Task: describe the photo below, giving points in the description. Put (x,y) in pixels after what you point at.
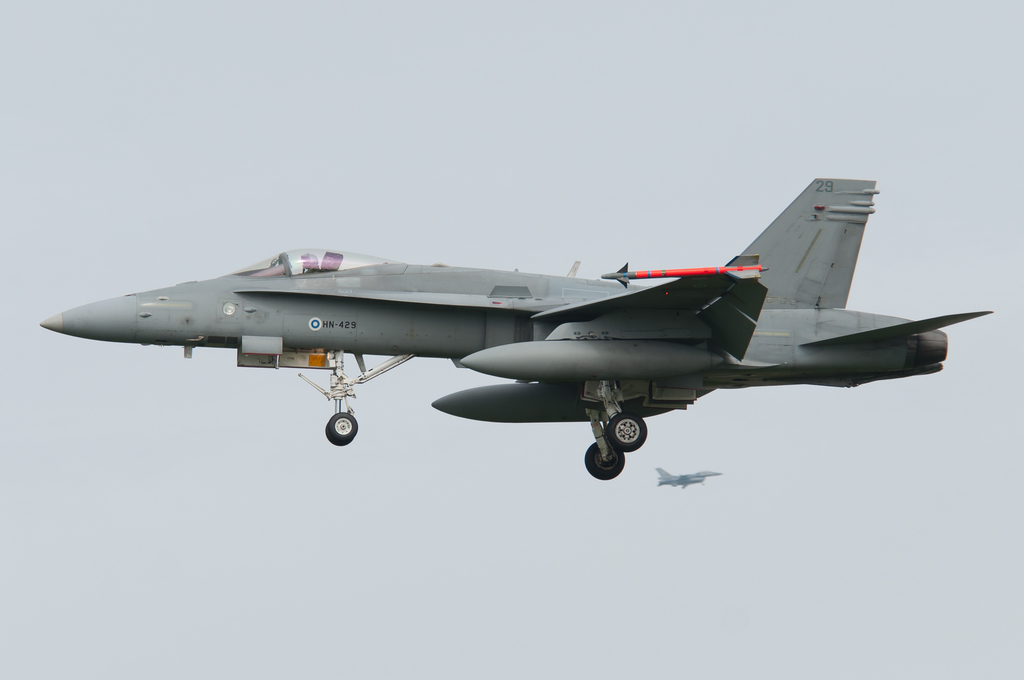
In this image we can see airplanes (676,322) flying in the sky (557,70).
